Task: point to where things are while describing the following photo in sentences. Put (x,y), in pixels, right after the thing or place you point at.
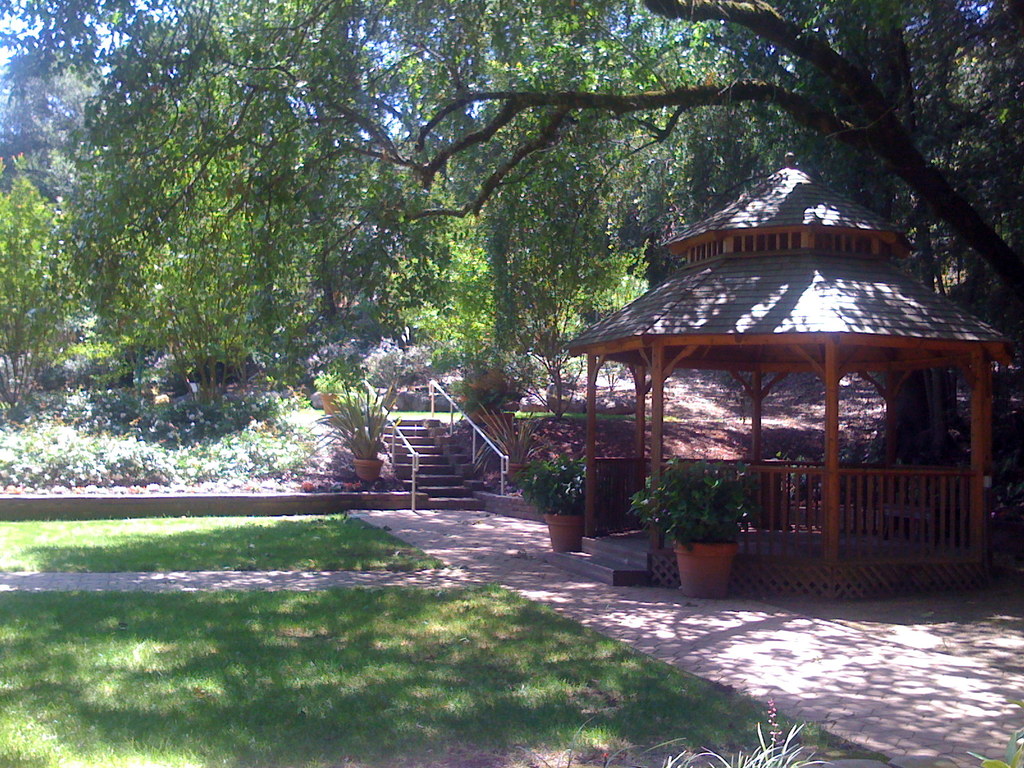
In this picture we can see grass (302,672) on the ground (347,667), here we can see house plants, shed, steps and in the background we can see trees (317,80), sky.
